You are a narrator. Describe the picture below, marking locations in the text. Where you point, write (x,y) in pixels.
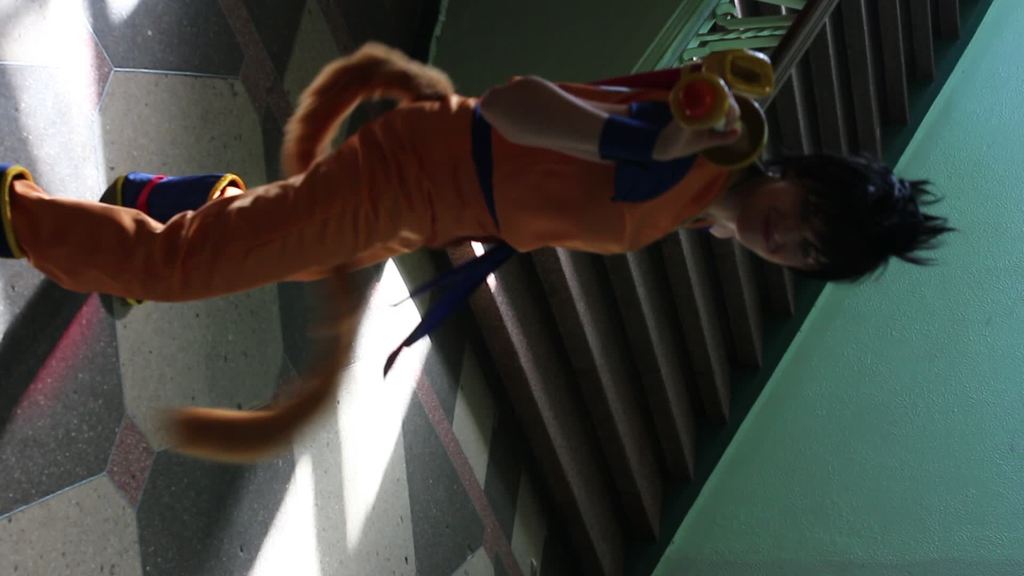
In this image we can see a woman (486,255) wearing costume (495,249) standing on the floor (372,346). On the backside (725,320) we can see some stairs (756,327) and a wall (893,444).
